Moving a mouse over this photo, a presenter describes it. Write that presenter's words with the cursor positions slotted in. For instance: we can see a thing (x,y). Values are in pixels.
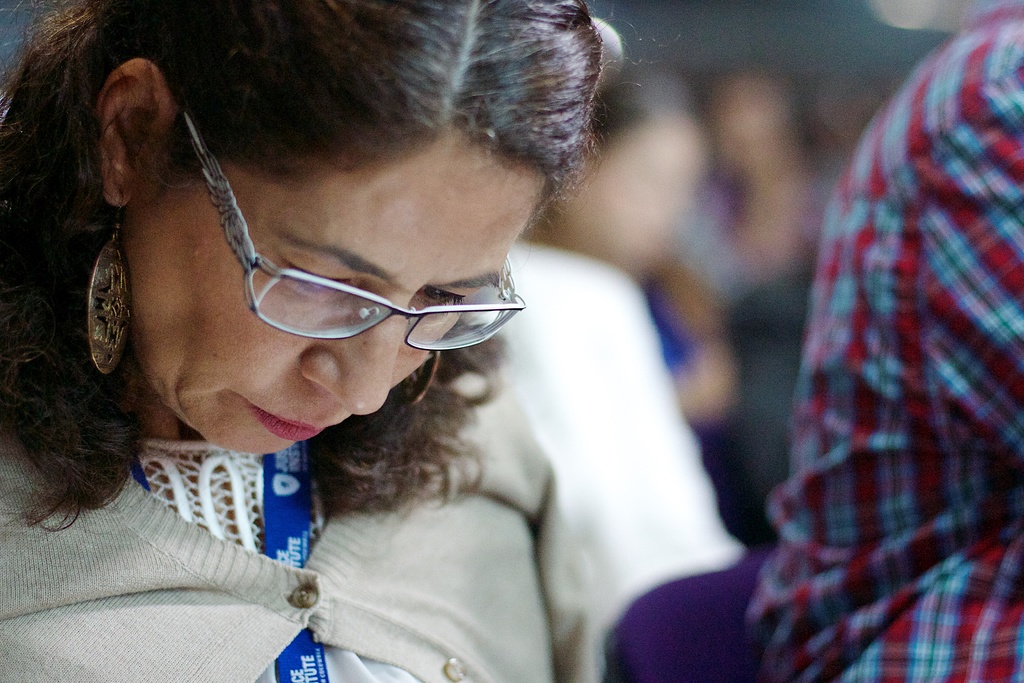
In the picture we can see a woman (455,646) sitting and bending down and she is wearing a white color woolen shirt (53,646) and a blue color tag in her neck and beside we can see some person (973,130) and behind also we can see some people (793,272).
